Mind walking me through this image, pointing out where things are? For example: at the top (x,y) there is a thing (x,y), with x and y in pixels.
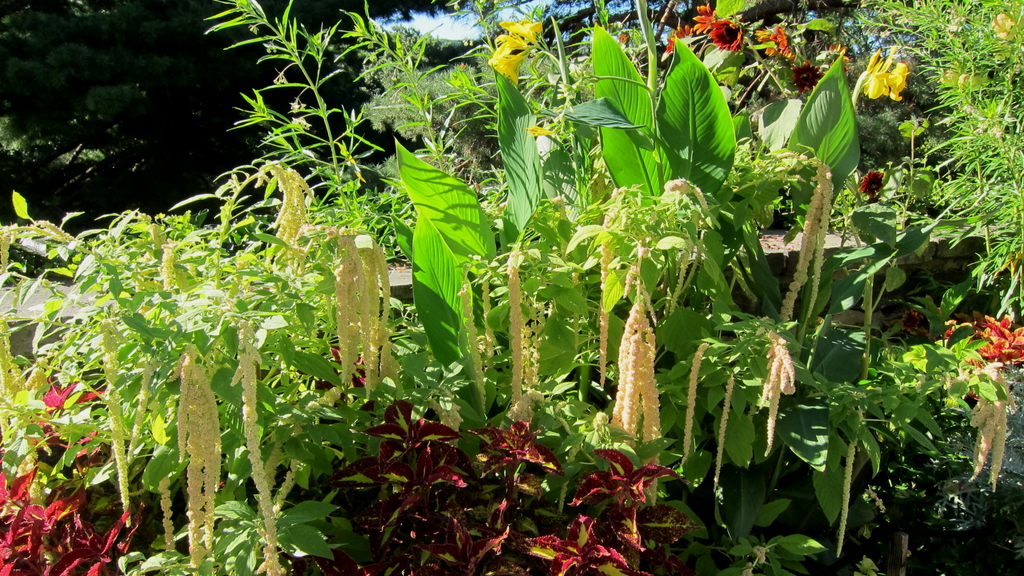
In this picture we can see flowers (876,80), plants (601,107), trees (101,94) and in the background (392,19) we can see the sky (478,35).
